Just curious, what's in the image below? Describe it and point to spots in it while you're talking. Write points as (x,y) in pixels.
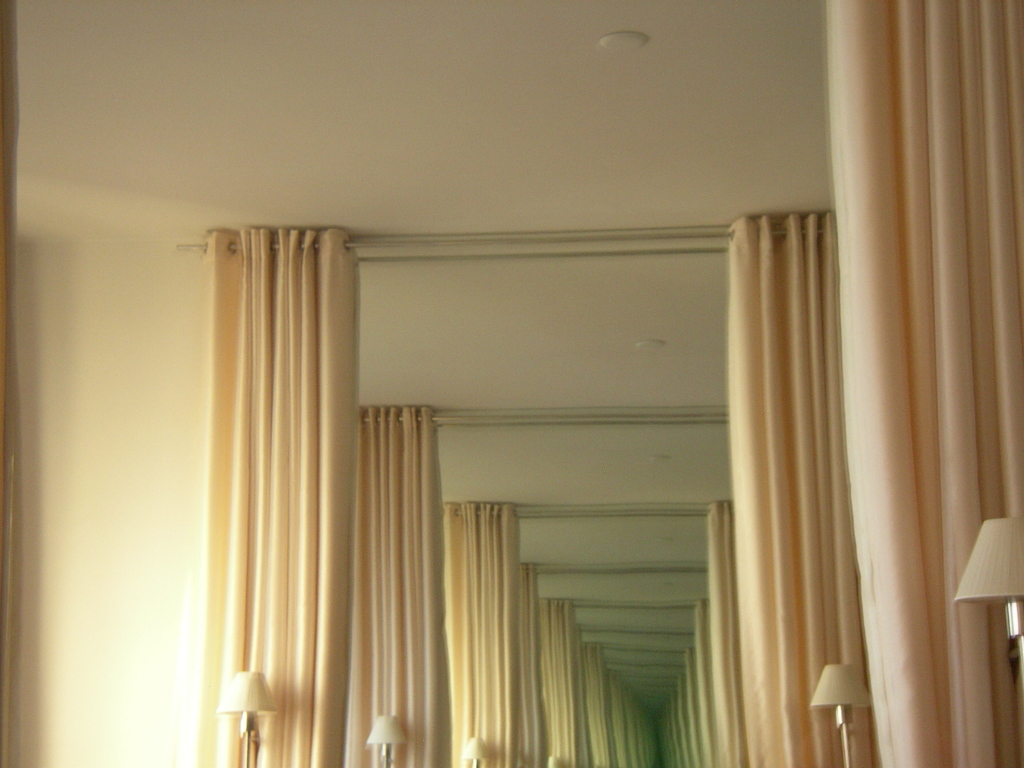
In this image I can see the cream colored wall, the cream colored curtains (281,407) and lamps (248,714). I can see the multiple reflections (421,590) of the same image.
